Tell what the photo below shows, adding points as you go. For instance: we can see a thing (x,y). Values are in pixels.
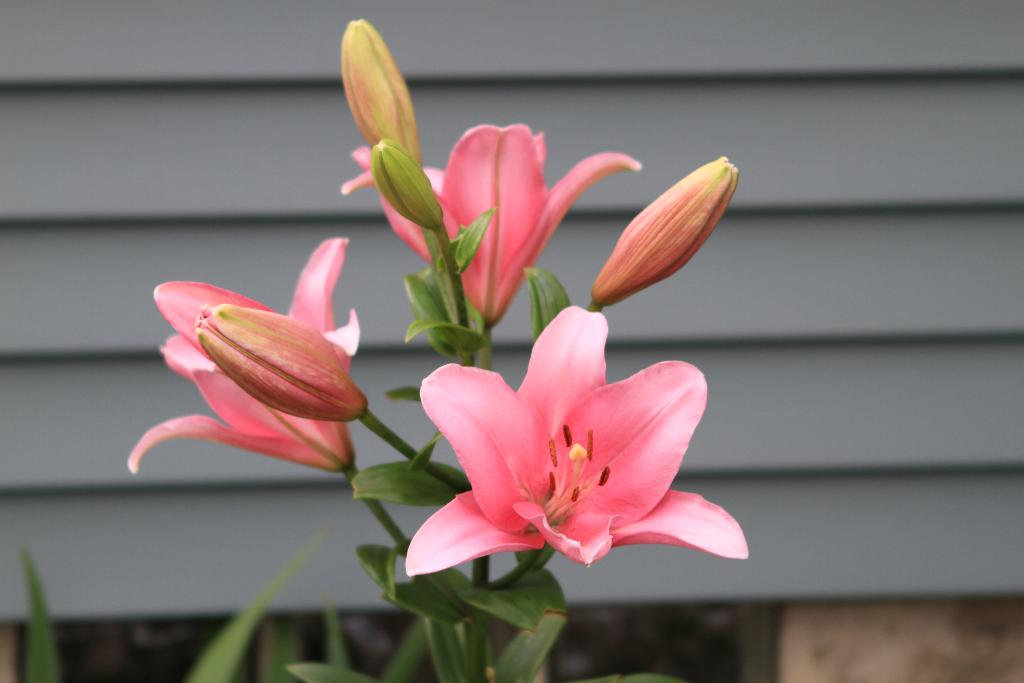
In this image there are plants (461,645) truncated, there are flowers (472,215), there are buds (248,342), there is an object (552,110) truncated in the background of the image (334,168), there is a wall (844,622) truncated towards the bottom of the image (863,655).
